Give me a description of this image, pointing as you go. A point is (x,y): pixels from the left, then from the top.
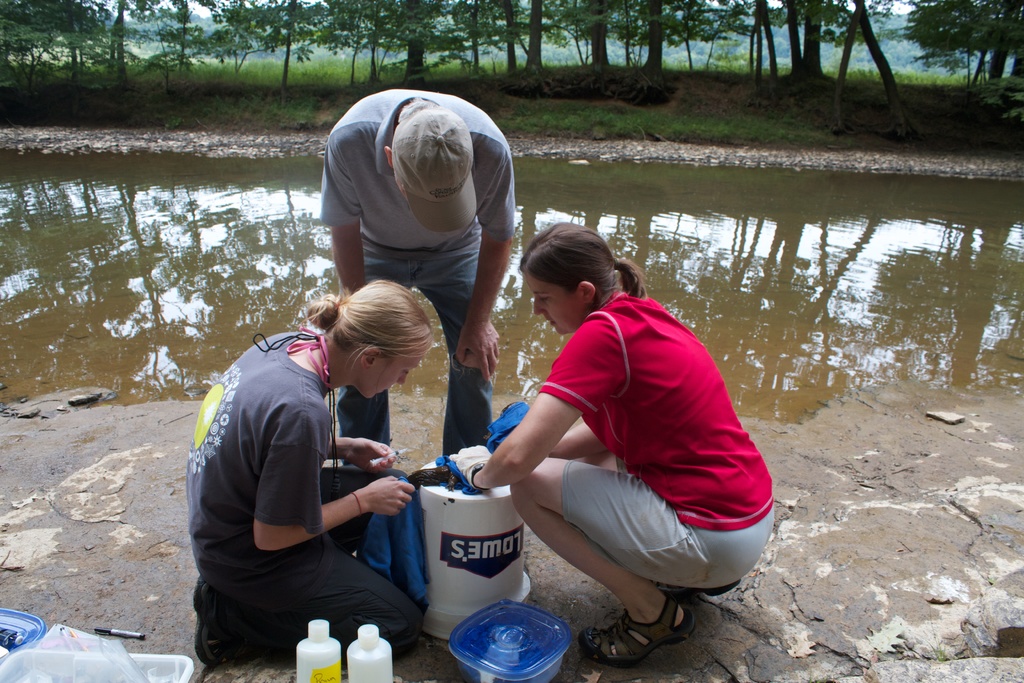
In this picture we can see two woman (342,377) in squat position and man (364,165) bending this people (472,459) are working on the bucket (445,490) beside to them we have boxes (485,642), bottles (325,654), pen (99,629), water (120,321), trees (380,66).
